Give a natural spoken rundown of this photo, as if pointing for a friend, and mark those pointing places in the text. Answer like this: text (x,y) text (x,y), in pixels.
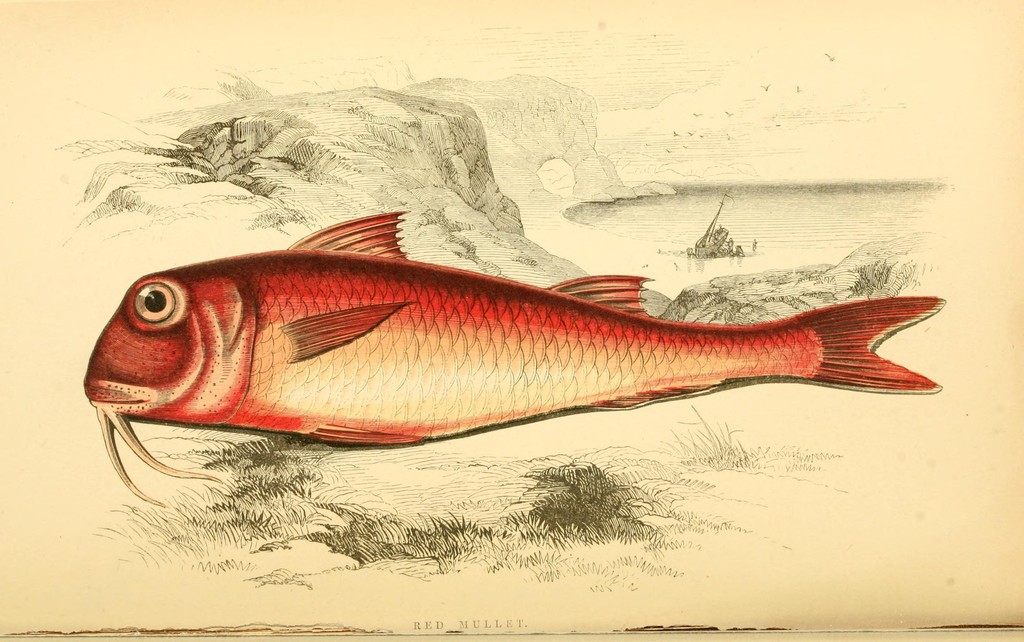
In this picture I can see there is a image of a fish (354,335) and it has fins (325,339), eyes (165,301), tail (859,365) and mouth (97,403). There is grass (230,511) and rocks (419,135) in the backdrop (551,153).
